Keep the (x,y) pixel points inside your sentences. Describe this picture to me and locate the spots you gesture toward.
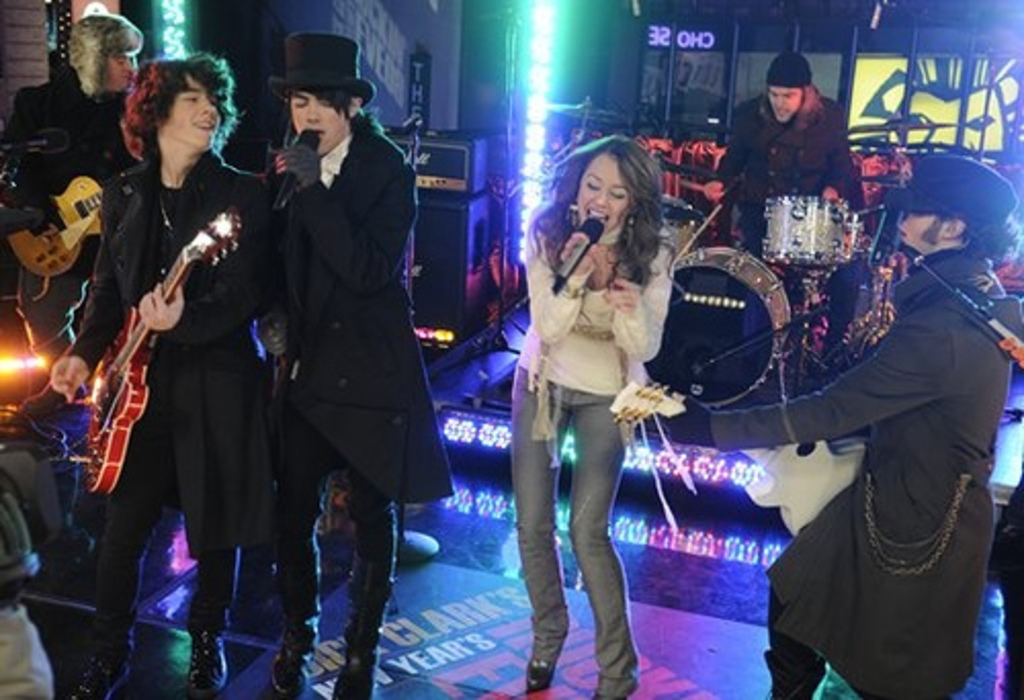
In this picture we can see some persons (551,668) are standing on the floor (723,643). Here he is playing drums (746,277). These two persons (158,426) are playing guitar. And she is singing on the mike (585,251).
